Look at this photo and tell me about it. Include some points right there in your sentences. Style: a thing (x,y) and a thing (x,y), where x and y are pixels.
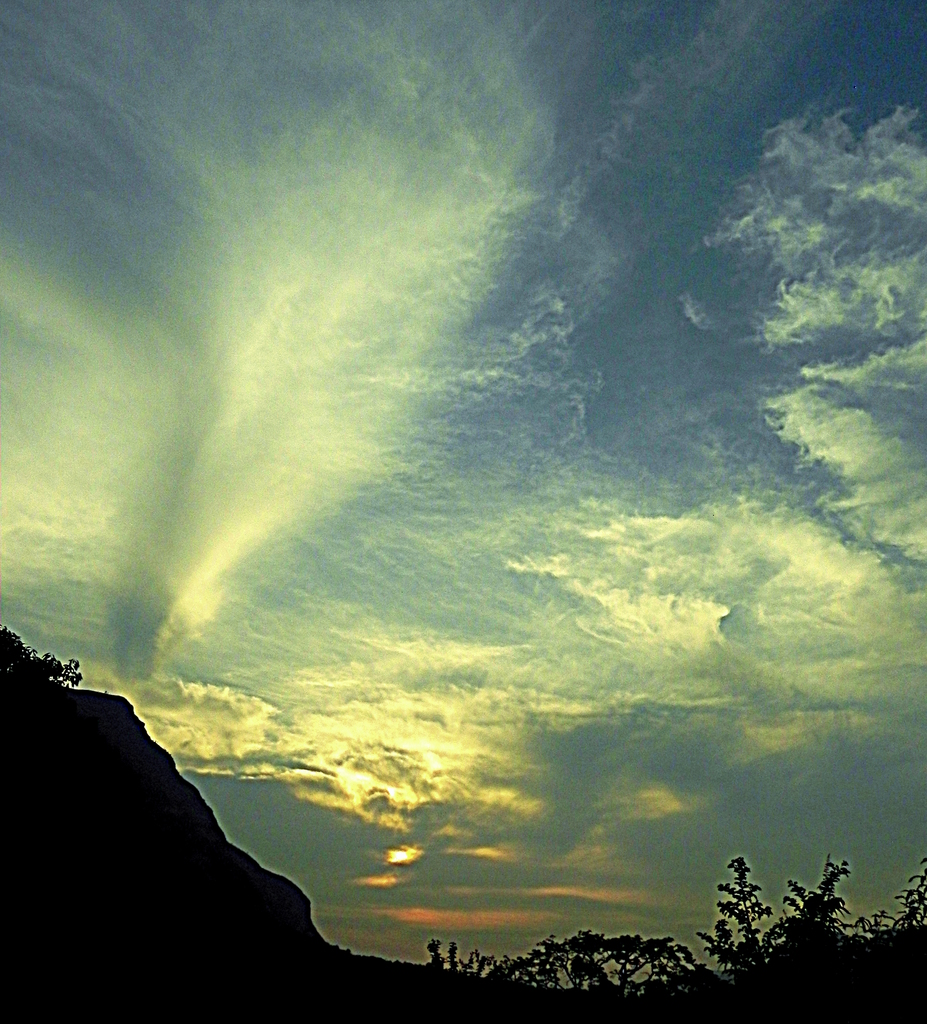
This image is taken outdoors. At the top of the image (410,329) there is the sky (604,600) with clouds (431,197). At the bottom of the image (788,938) there are a few plants (513,964) on the ground (584,992). On the left side of the image (91,837) there is a rock (65,795) and there is a plant (14,680).
